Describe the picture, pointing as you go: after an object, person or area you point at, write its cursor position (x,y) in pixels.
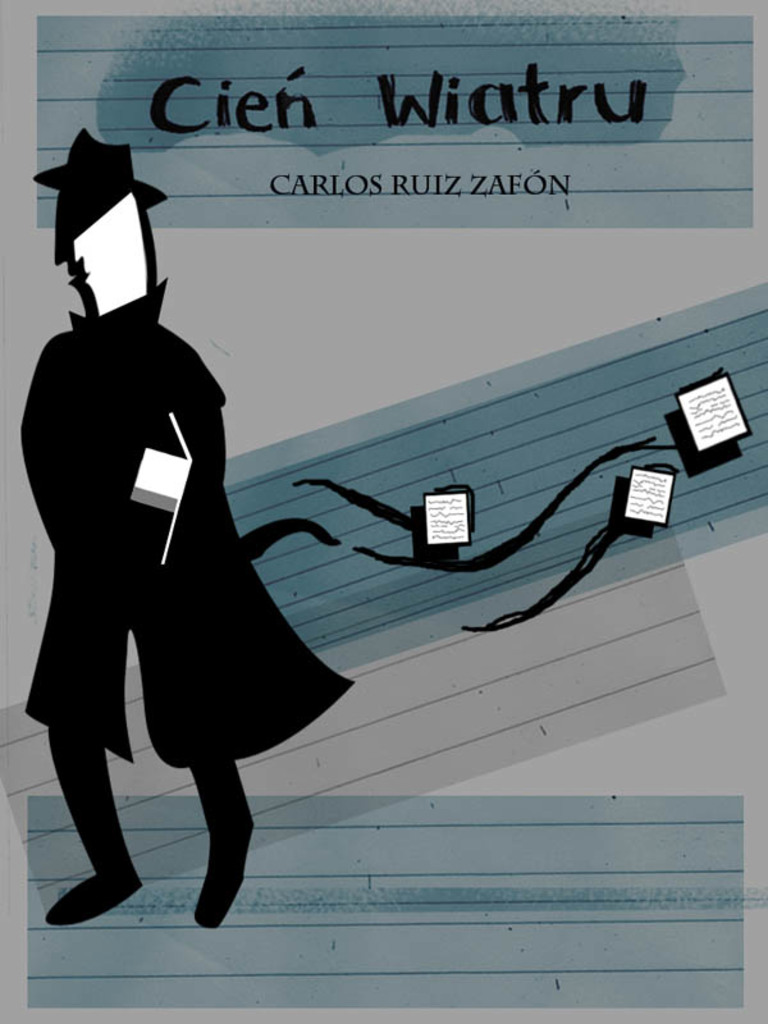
In this image we can see a poster (564,684) with some text (568,187) and picture (138,483).
